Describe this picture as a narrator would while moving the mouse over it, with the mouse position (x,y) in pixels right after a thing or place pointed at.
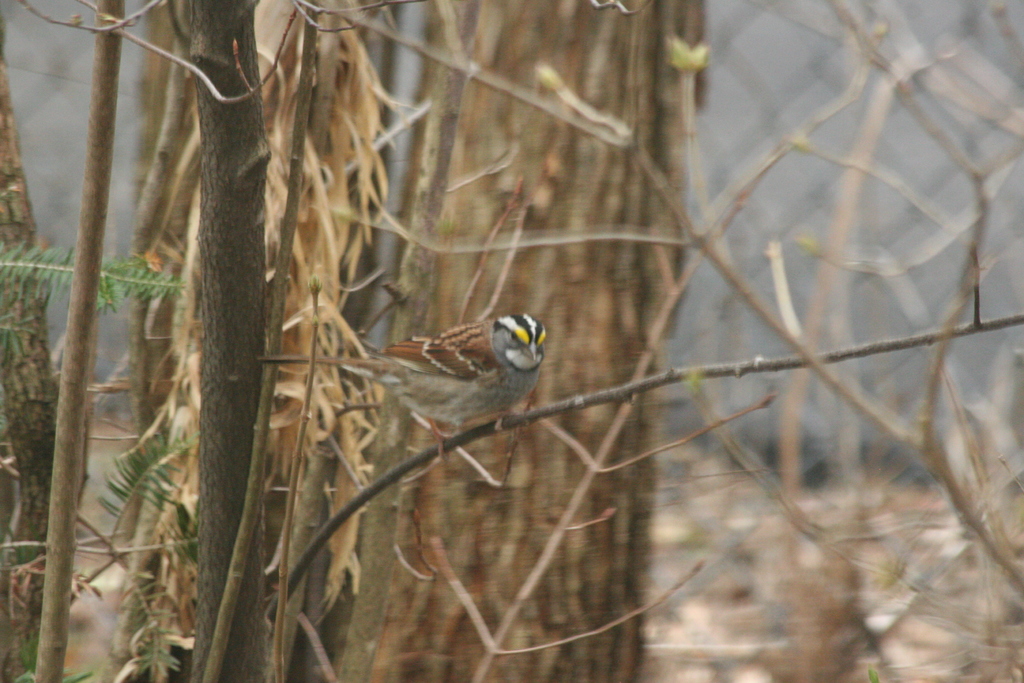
This picture is clicked outside. In the center (503,374) there is a bird (434,365) standing on the stem (506,424) of a tree (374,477). In the background (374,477) we can see the trunks (482,192) of the trees (167,182) and the dried stems (81,253). On the left (70,260) we can see the leaves (70,260).
